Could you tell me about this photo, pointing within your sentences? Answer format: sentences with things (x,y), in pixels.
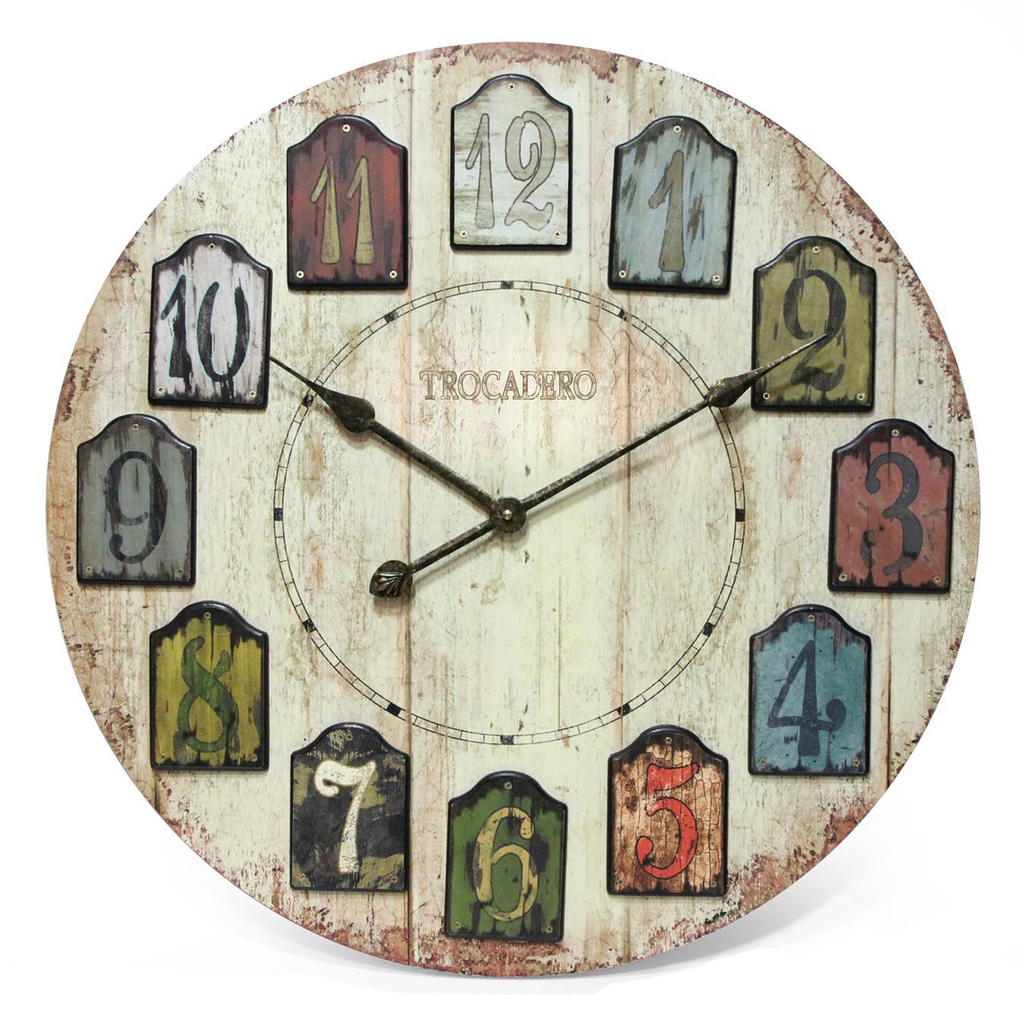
This is a zoomed in picture. In the center (539,388) there is a wooden clock (886,580) with two black color hands (724,395) and we can see the numbers (678,205) from one to twelve on the clock (483,325) and there is a text (527,385) on the clock (461,365). The background of the image (93,110) is white in color.
